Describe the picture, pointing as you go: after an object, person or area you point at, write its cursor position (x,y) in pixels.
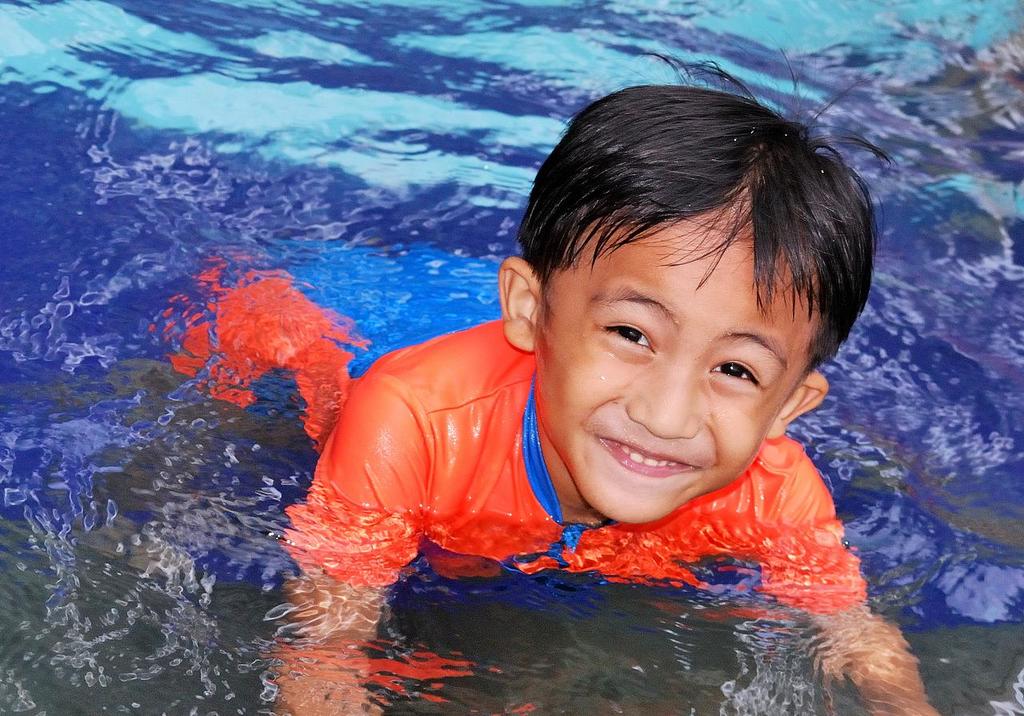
In this image there is one kid (452,408) is in the water (167,184) as we can see in middle of this image (395,249) and there is some water (323,154) in the background (956,401).
